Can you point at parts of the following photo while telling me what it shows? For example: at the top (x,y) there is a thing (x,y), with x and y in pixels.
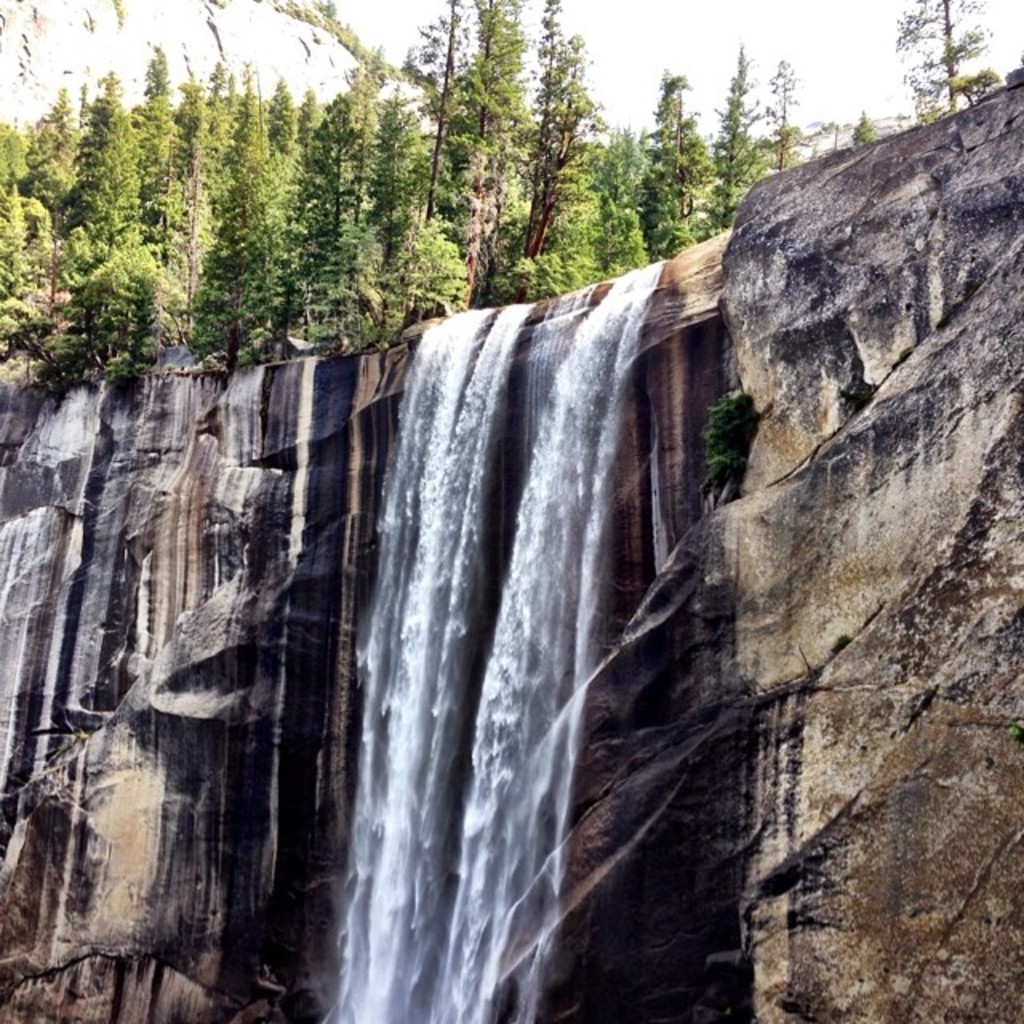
In this image I can see a waterfall (570,677). In the background (447,208), I can see the trees (366,215).
